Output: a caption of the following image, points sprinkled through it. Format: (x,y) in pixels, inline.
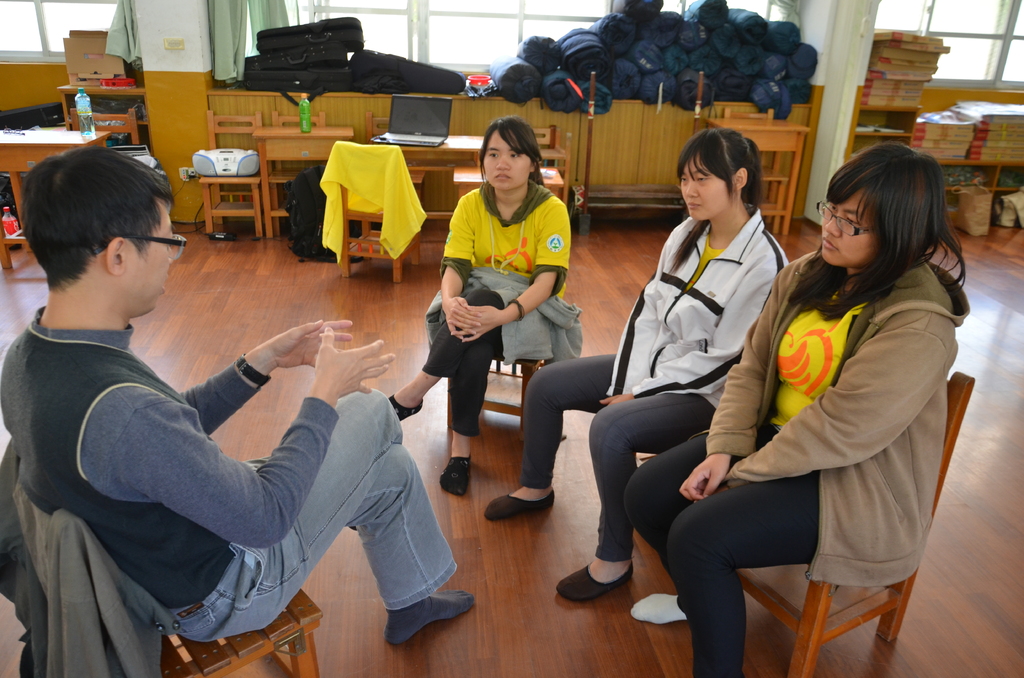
In this picture we can see three woman (638,309) and one men (139,366) sitting on chairs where man (133,418) is talking and in background (308,121) we can see bottle (300,103), laptop (402,102), tape recorder (230,157) on table (266,147) and chairs (255,150), pillar (173,99), window (439,9), sheets (595,36).
